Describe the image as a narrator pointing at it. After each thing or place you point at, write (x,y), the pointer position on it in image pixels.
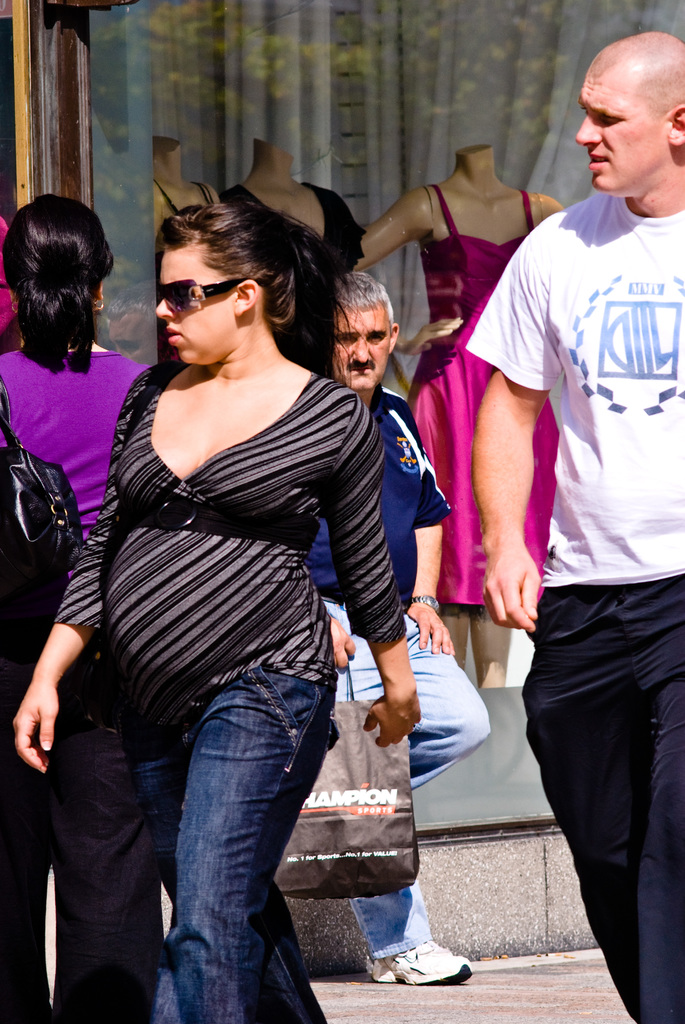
In this picture there are three persons (229,547) walking and there is a person (387,432) standing and holding the bag (370,889). At the back (481,282) there is a building (469,416) and there are dress (341,209) on the dummies (423,216) and there are curtains (500,172) behind the mirror (463,254) and there is a reflection (215,12) of tree (185,28) on the mirror (473,762).
